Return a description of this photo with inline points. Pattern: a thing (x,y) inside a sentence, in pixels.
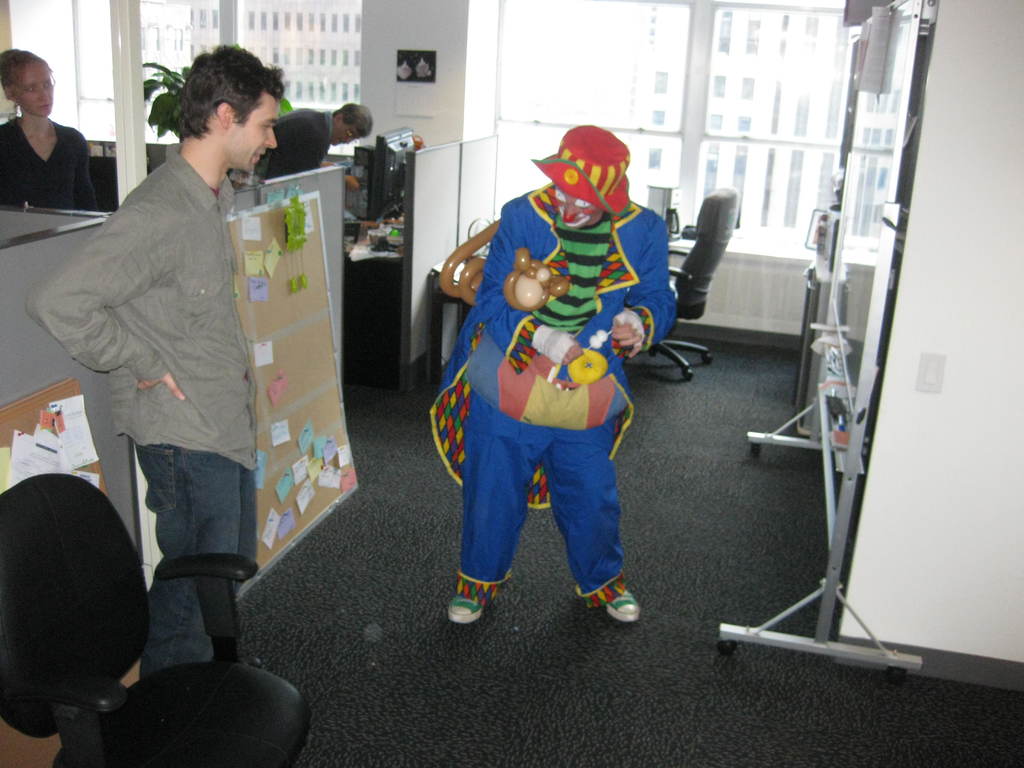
The picture is inside an office (546,121). Here a person (568,213) is standing wearing jokers costume (554,351). In the room (444,367) there are tables (437,341), chairs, systems (368,157), cupboards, boards (278,317), sticky notes (259,357) are there. Three people (216,343) are here. Through the glass window (526,69) we can see outside there are buildings (641,24).
